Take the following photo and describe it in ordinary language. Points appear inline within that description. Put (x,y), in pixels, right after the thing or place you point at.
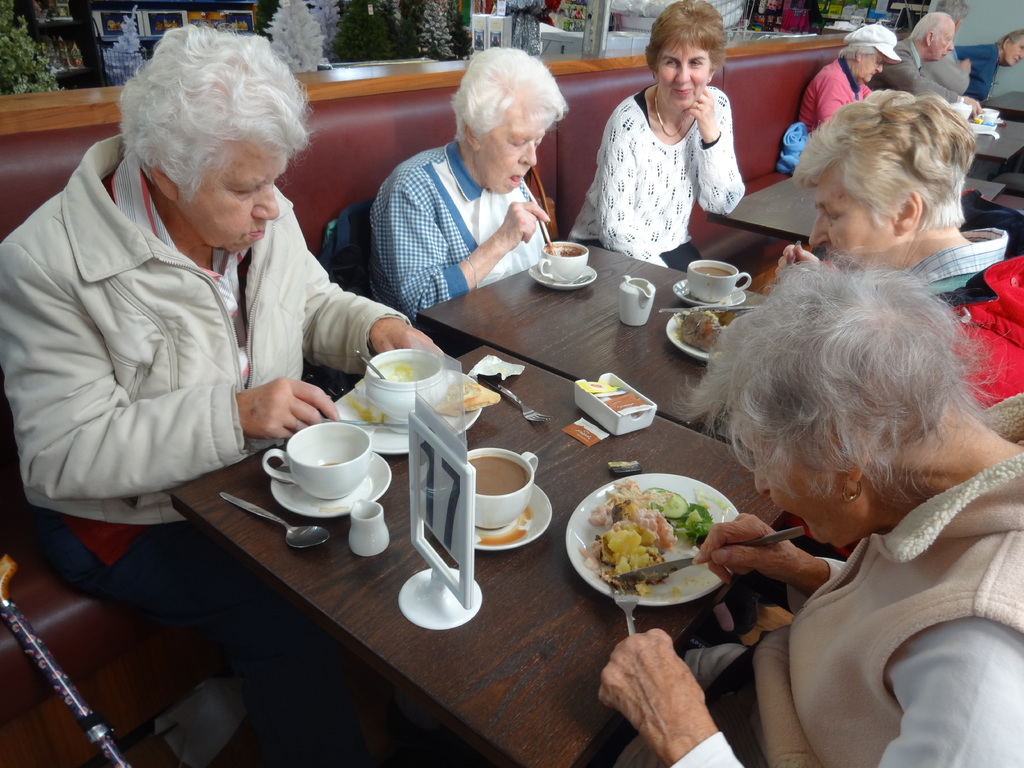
In this picture we can see persons (957,191) sitting on chair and in front of them there is table (528,348) and on table (530,348) we can see cup (333,456), saucer (327,505), spoon (254,508), box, fork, jar (648,299), some food (616,549) on plate (681,478) and in background (383,12) we can see frames (245,27), trees (341,40), window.
